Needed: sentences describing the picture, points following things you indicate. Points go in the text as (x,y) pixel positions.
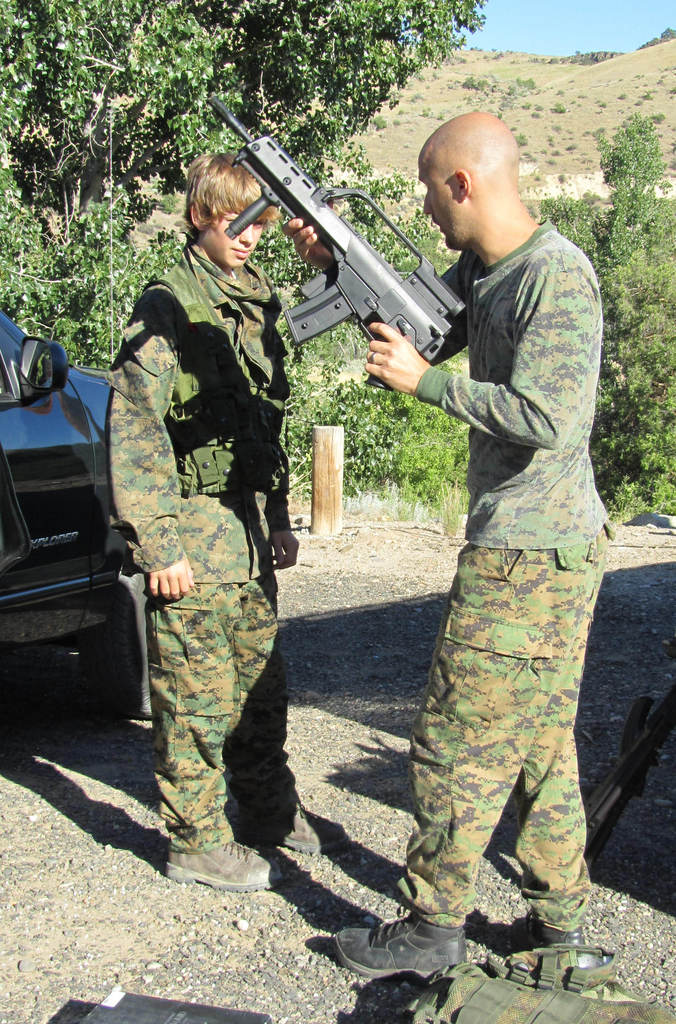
In the background (585,6) we can see the sky (530,7) and the thicket (662,277). In this picture we can see the trees (48,4), a man (453,126) is holding a gun (257,211). Beside him we can see another person (220,398) standing. On the left side of the picture (50,441) we can see a vehicle (81,451) and a small pole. On the ground (46,848) we can see the few objects (668,1017).
